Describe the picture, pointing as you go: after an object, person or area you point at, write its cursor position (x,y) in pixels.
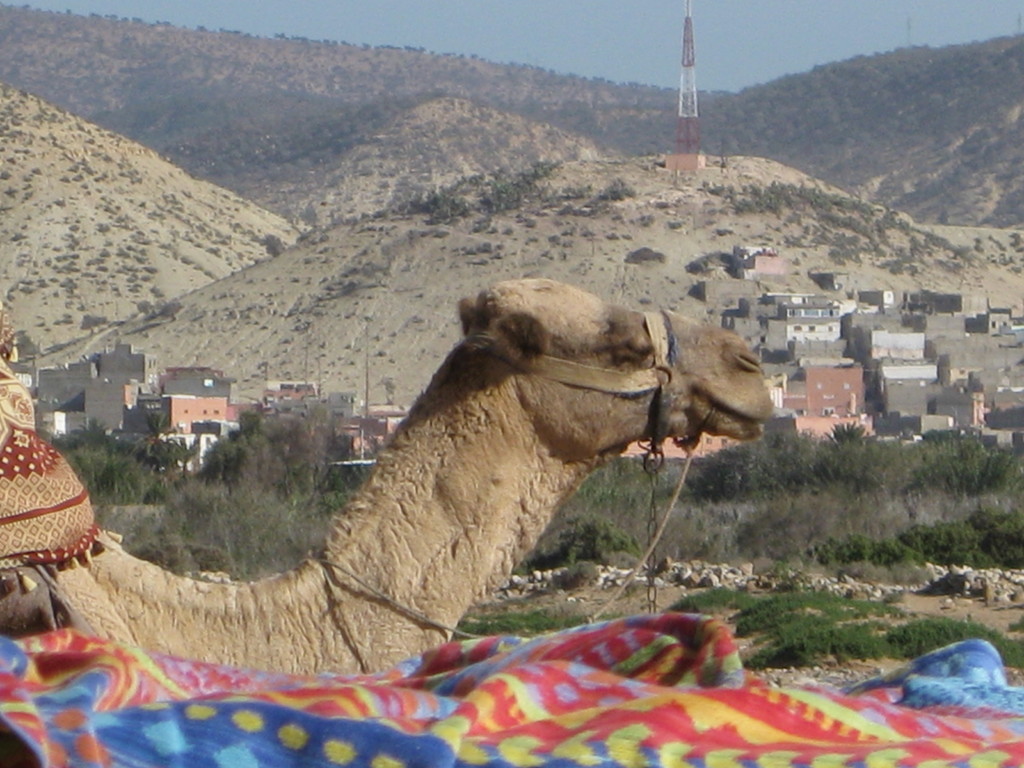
In this picture there is a camel (355,528) in the center of the image (641,332) and there are houses (968,328) and trees (635,536) in the background area of the image (949,319) and there are mountains (123,244) and a tower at the top side of the image (642,139).
